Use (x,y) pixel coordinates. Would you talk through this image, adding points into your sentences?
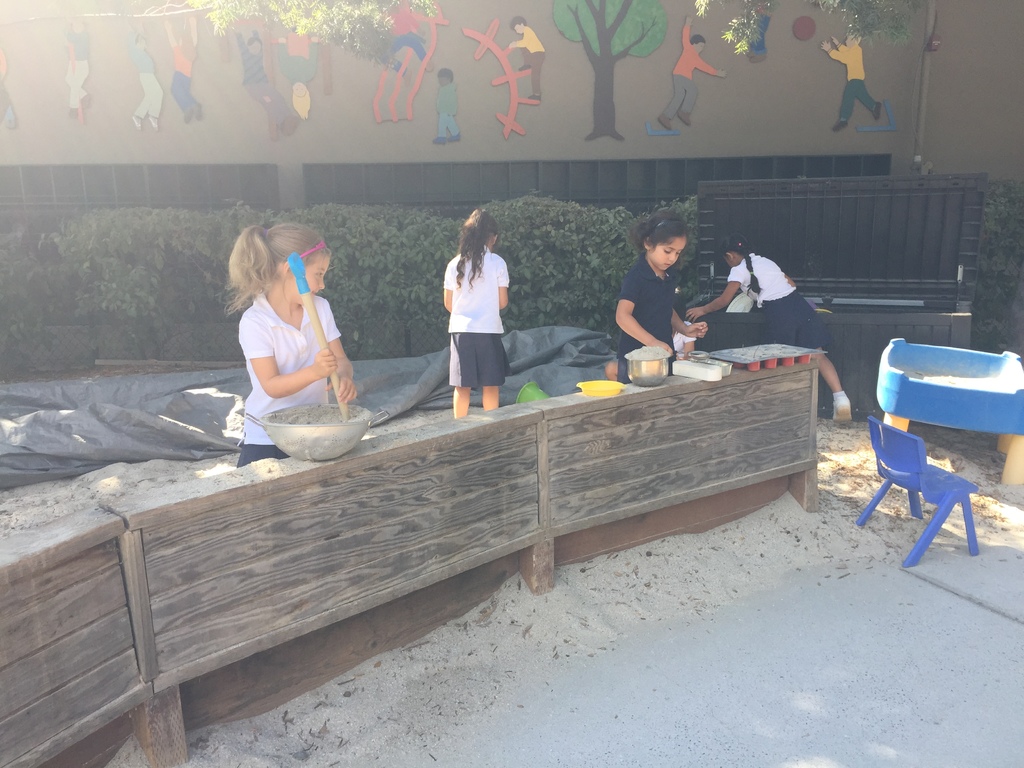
4 people (476,331) are standing. in front of them there is a blue color chair (916,499). behind them there are plants (398,247). behind them there is a wall (370,125) on which trees (603,82), persons (176,51) are present.
